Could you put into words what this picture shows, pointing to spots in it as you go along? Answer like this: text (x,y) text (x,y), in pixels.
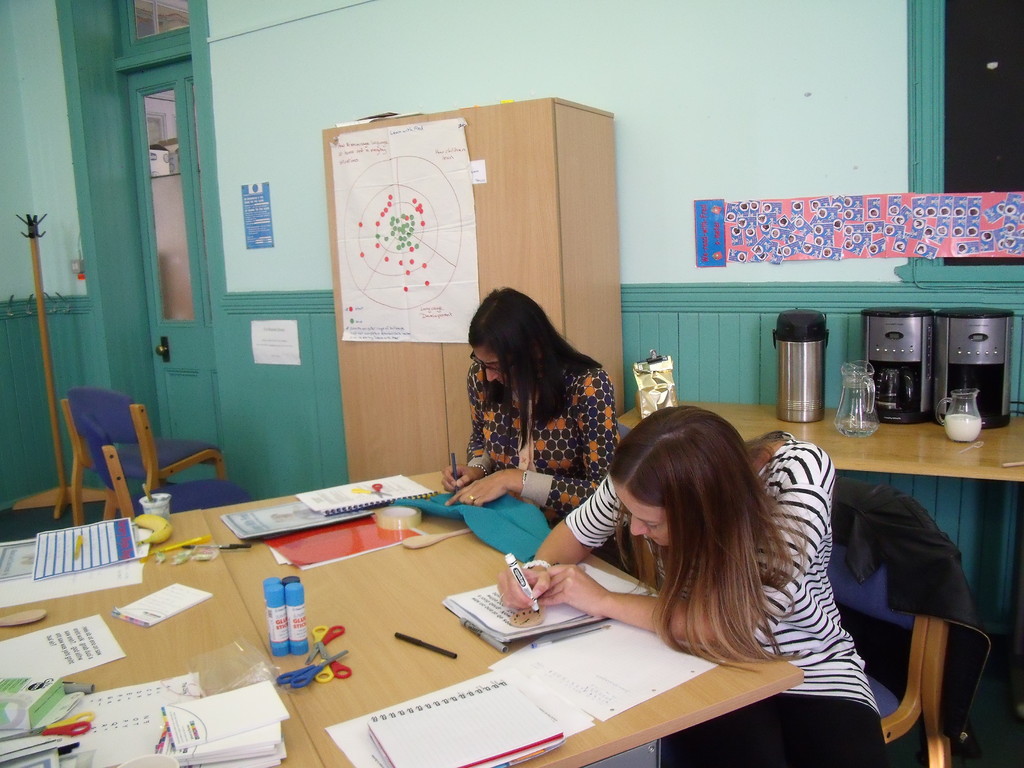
This picture is clicked in a room (628,232). There are two women (811,706) sitting besides a table (659,711) and writing something. Chairs (889,611) are in blue in color. There are some papers (135,699), scissors (322,667), glue sticks (281,632), files (338,522), tape (380,514), pen (434,647) on the table (417,616). On another table (877,472) there are two coffee machines (959,369), one flask (785,355), two jars (947,427) and a packet (663,399), besides there is a cupboard (451,365). To the left corner (184,386) there is a door (204,266) which is an entrance (168,373) and a holder (50,497) besides that door (183,398).
